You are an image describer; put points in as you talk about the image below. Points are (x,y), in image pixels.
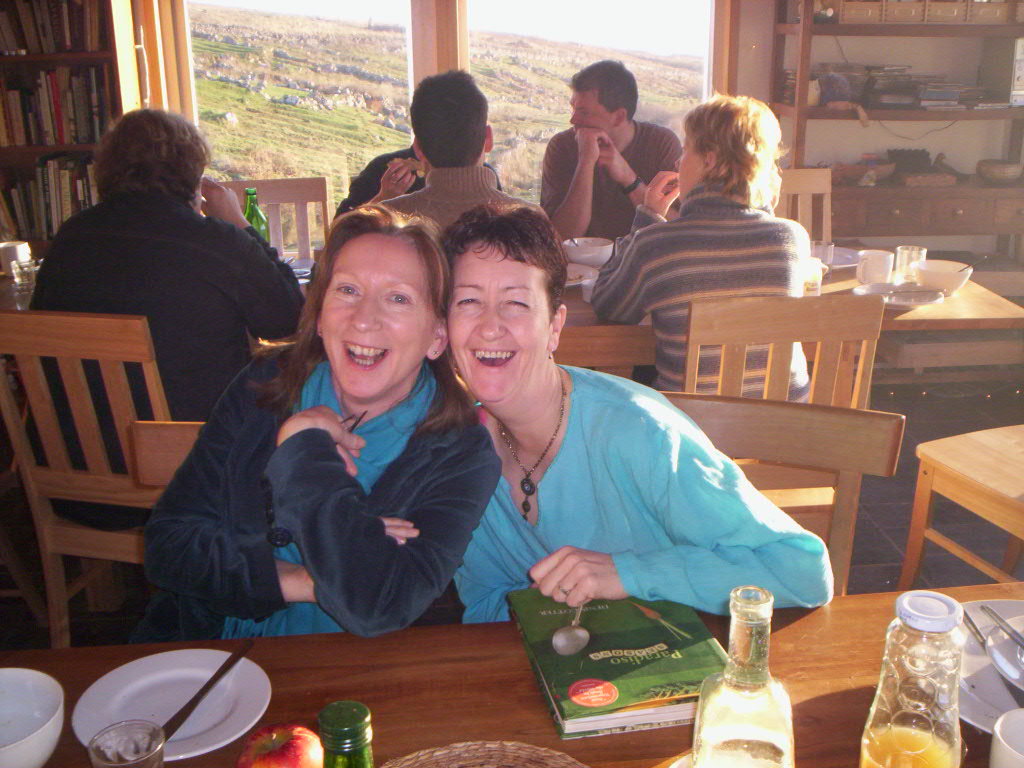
In the image we can see there is women (407,525) who are sitting on chair (774,435) and at the back (761,212) there are people (466,153) who are sitting on chair (160,391).
